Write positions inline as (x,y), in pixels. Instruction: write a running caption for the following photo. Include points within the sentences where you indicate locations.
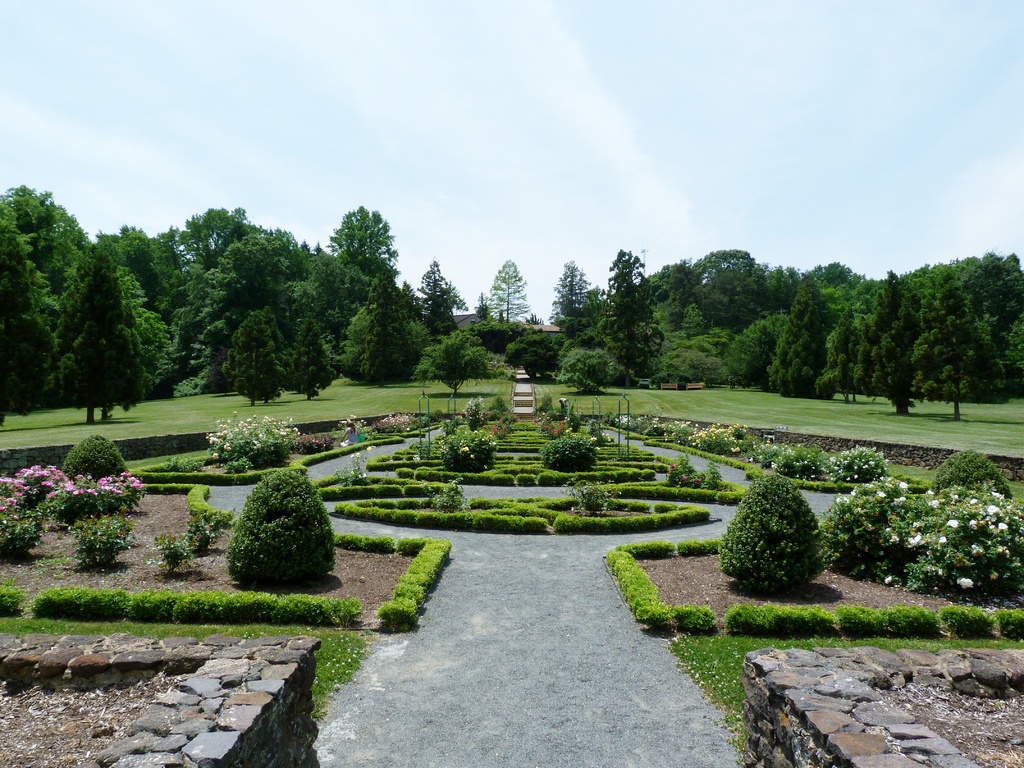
In this picture, we can see garden (702,657) with stone walls (799,744), plants (405,590), trees (76,255), grass (720,643), poles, and we can see the sky (518,253).
